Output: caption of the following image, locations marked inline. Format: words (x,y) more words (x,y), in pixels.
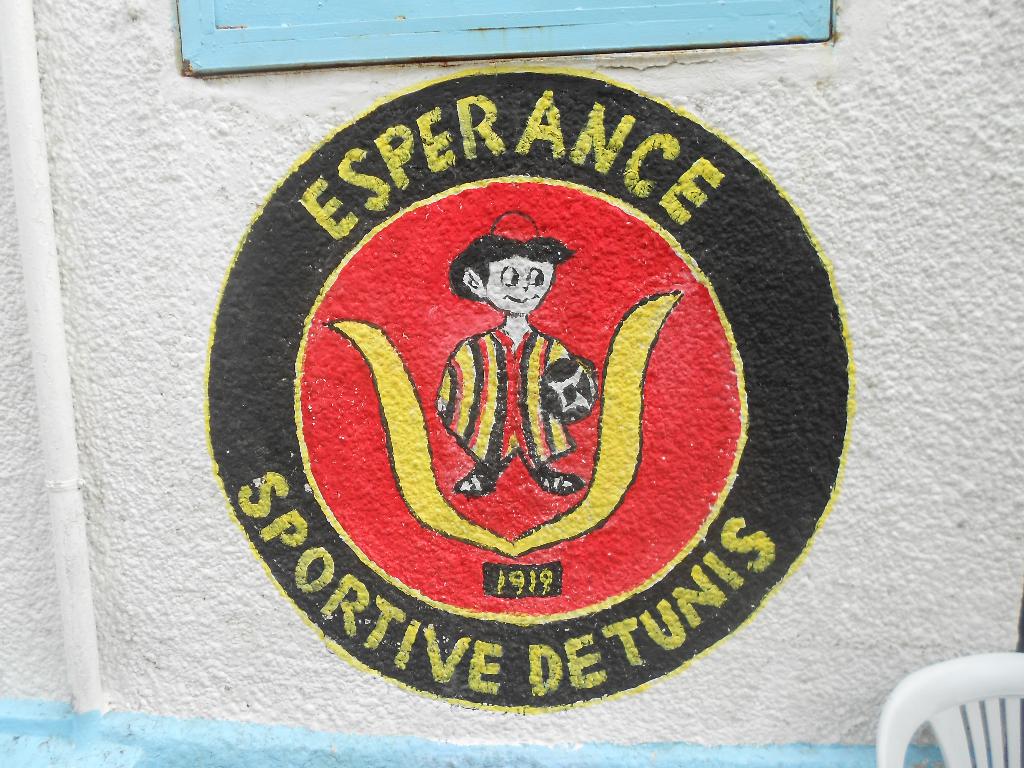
In this image there is a painting (520,315) and some text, above that there is a wooden structure (274,39) on the wall (188,427), there is a pipe (46,317) attached. In front of the wall (953,651) there is a chair (962,731).
